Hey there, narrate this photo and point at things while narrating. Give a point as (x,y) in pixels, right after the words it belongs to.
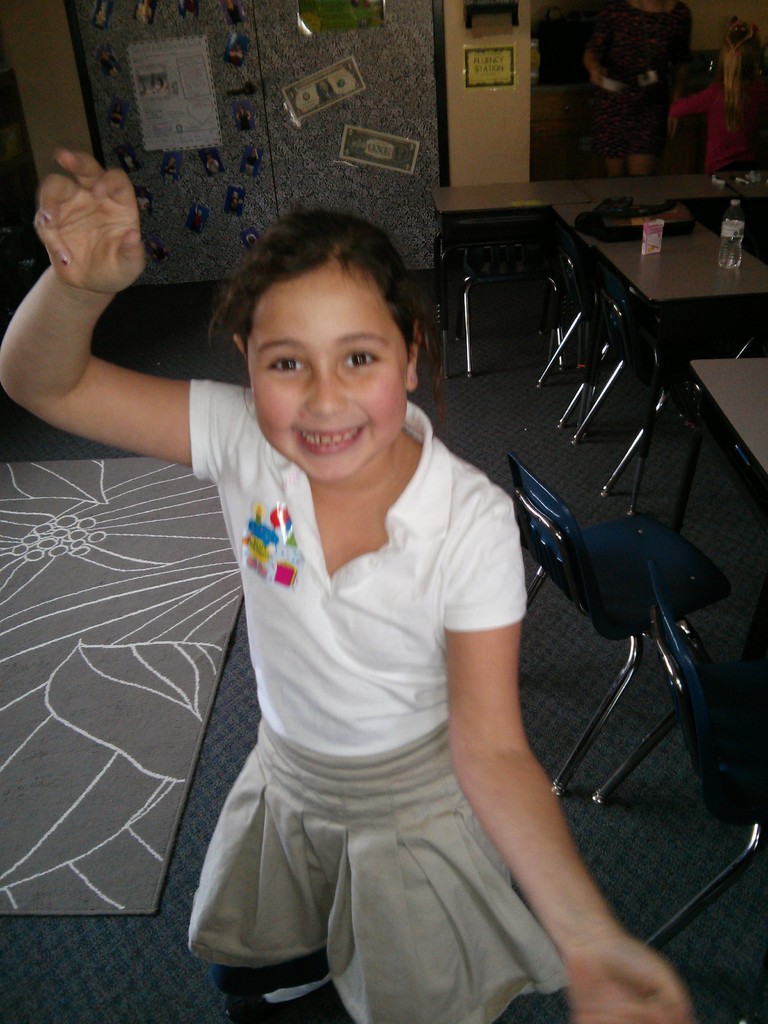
In this image there is a kid (423,591) who is wearing white color dress (408,573) standing on the floor (616,441) and at the background (644,98) there are two persons (693,101) standing and at the top of the image (312,145) there is a wall (296,170).
